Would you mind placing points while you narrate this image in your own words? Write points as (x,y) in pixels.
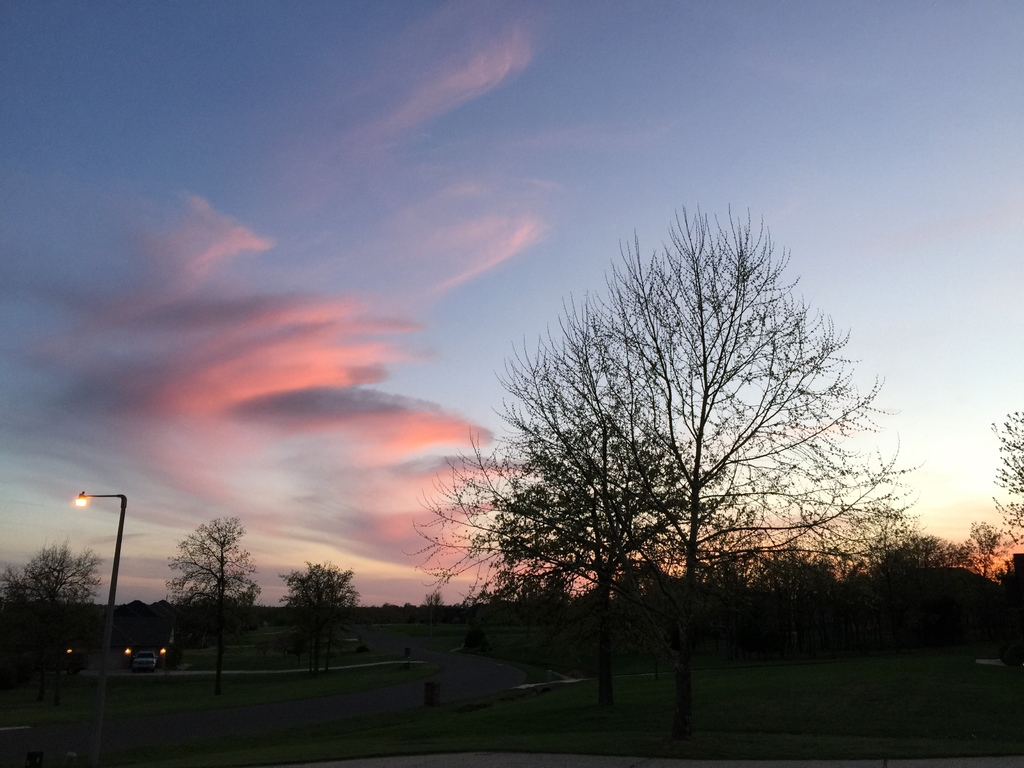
In this image, we can see some trees (847,608), at the top (772,187) there is a sky (521,193).
